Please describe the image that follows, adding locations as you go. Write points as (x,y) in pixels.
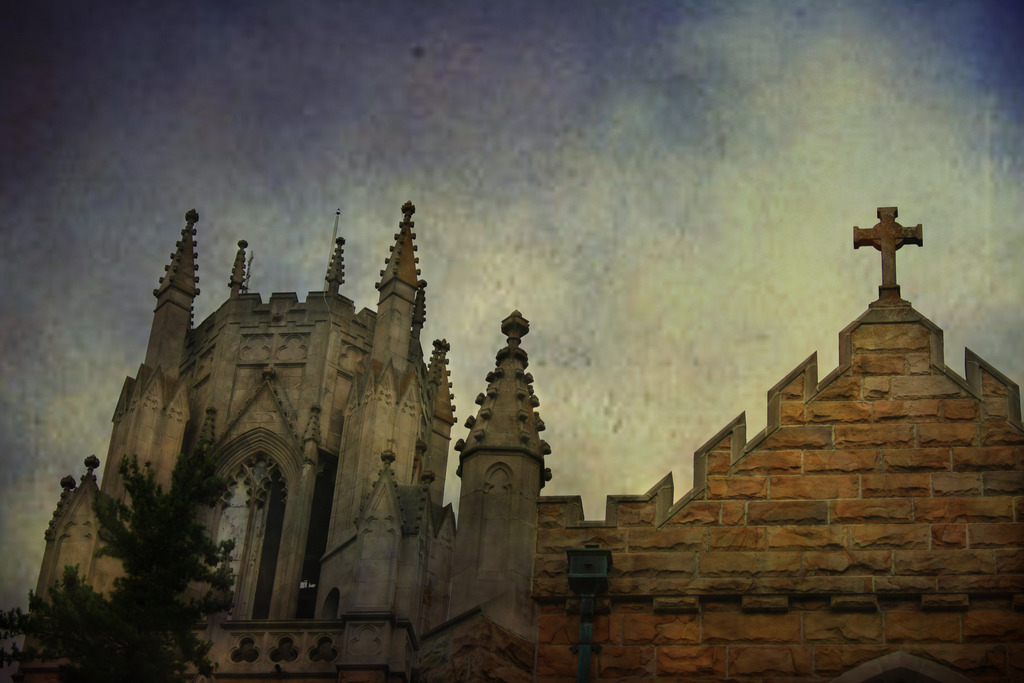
In this image there are buildings (517,624) and we can see a tree (141,568). In the background (560,259) there is sky (515,130).
